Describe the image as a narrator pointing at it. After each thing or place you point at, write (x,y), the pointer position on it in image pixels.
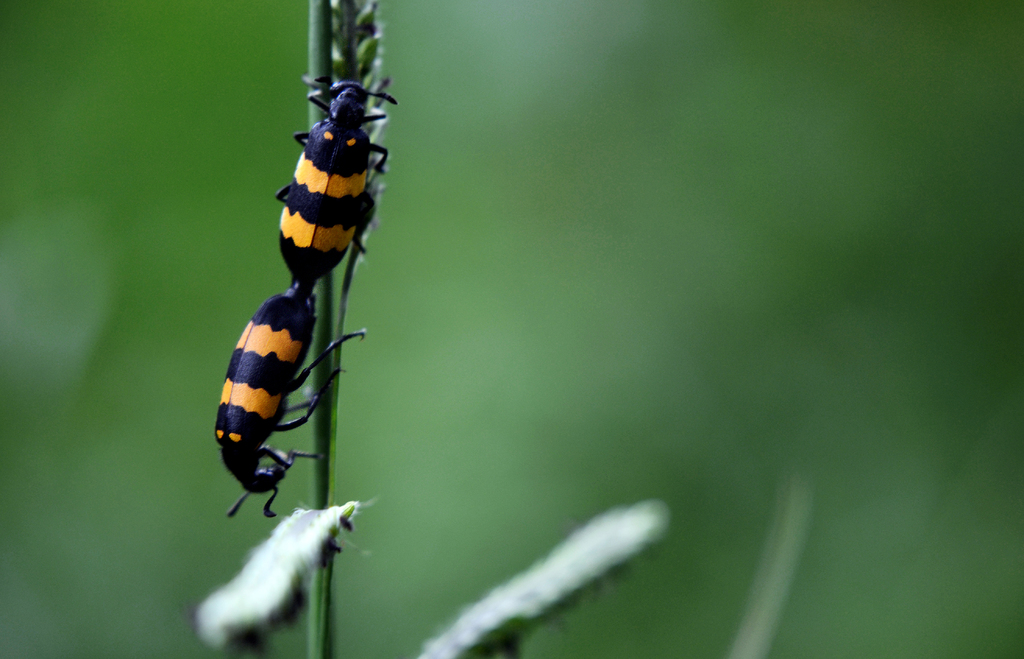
In this picture we can see two insects (354,117) and blurry background (566,400).
